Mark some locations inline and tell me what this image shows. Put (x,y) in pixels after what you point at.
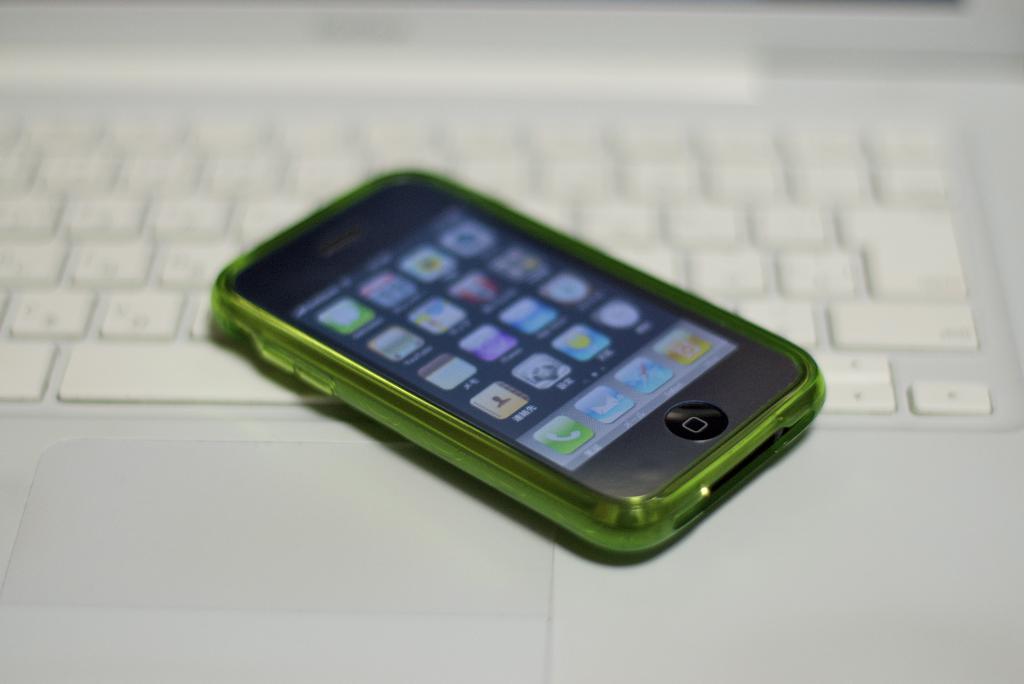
In this picture i can see a mobile (515,362) on a white color keyboard (527,175). On the mobile screen (515,389) i can see icons (470,371).
